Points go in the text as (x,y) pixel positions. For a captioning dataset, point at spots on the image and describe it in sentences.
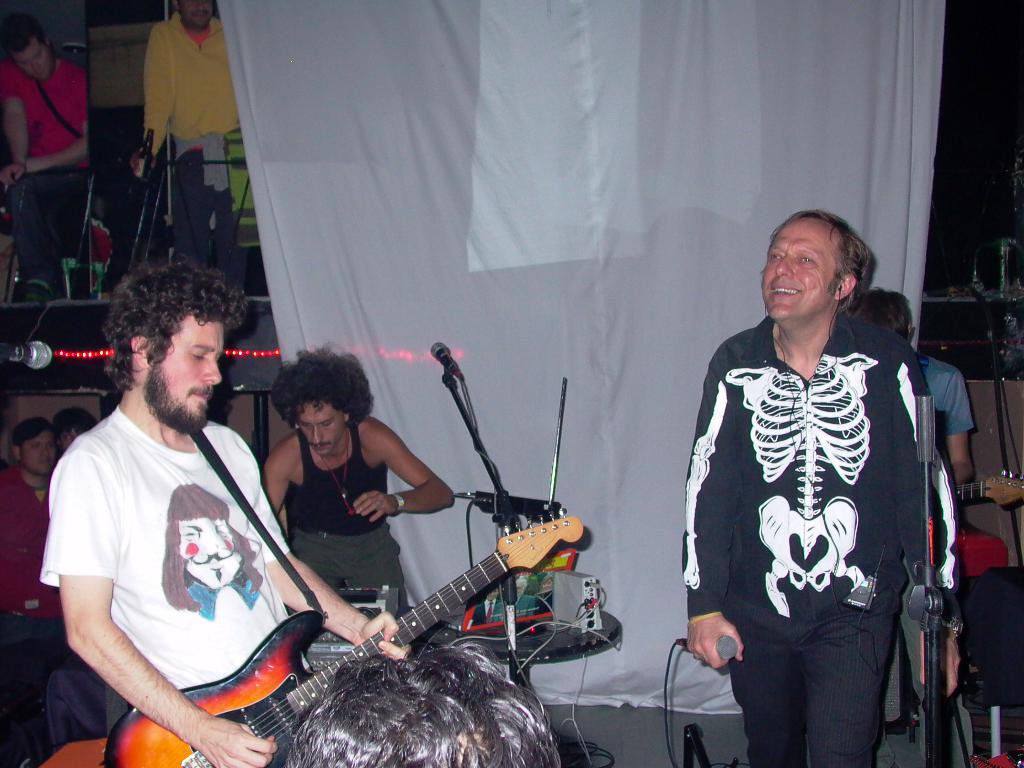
In this image i can see a person (133,488) standing and holding a guitar (119,750) in his hand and to the right corner (804,364) there is another person (844,563) standing and holding a microphone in his hand (716,625). In the background (405,492) i can see few people (964,409) standing and a white cloth (492,173).
